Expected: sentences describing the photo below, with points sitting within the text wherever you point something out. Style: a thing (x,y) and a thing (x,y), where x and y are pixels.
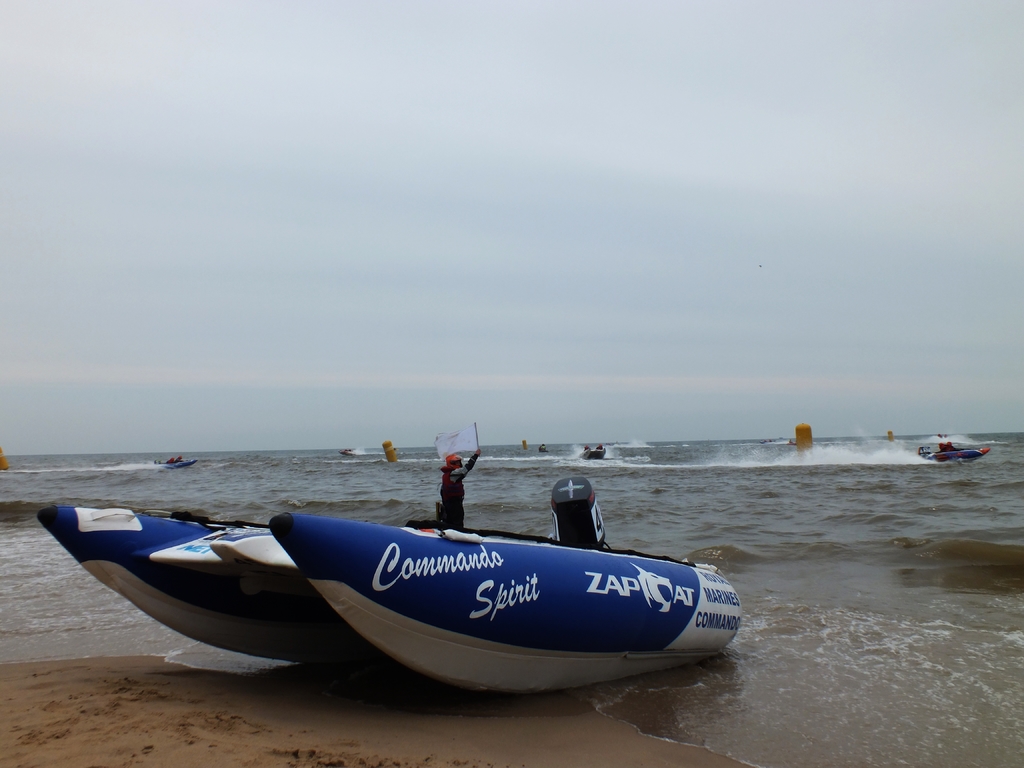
In this image I can see a boat (538,596) which is blue, white and black in color on the seashore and a person (453,515) standing. In the background (494,480) I can see water (736,471), few yellow colored objects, few boats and the sky (492,267).
